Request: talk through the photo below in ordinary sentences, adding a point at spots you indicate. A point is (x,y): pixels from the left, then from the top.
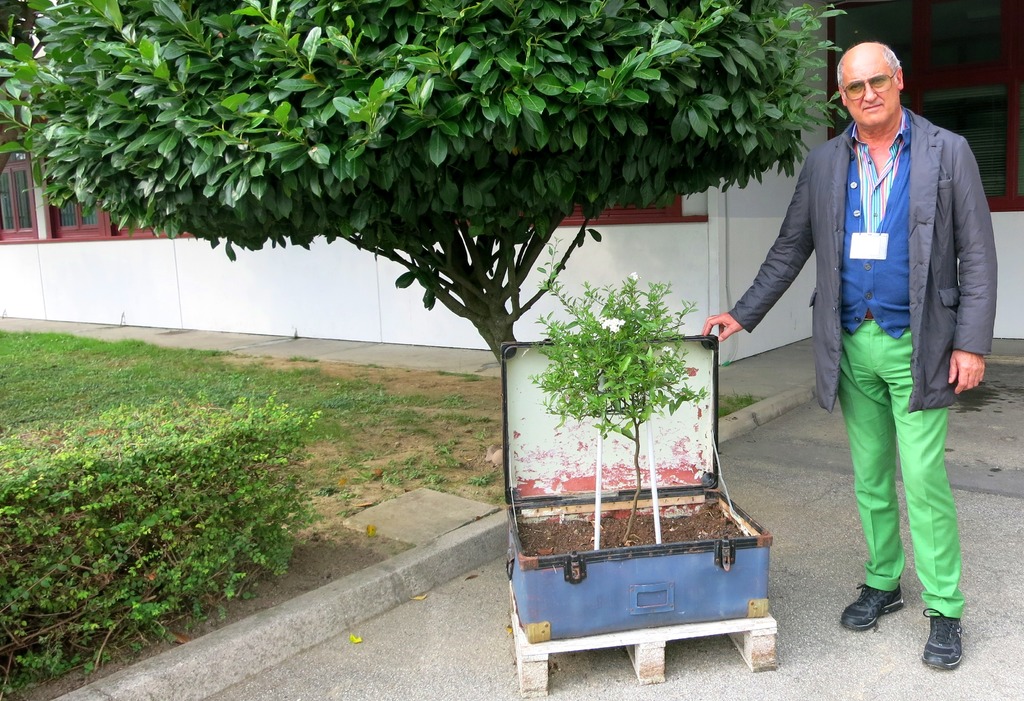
In the image we can see there is a man (927,275) who standing and there is a suitcase (669,495) in which there is a plant (658,320) grown in it. Beside the ground (48,416) is covered with grass (48,416) and there is a tree (473,249). Behind there is a building (735,224).
